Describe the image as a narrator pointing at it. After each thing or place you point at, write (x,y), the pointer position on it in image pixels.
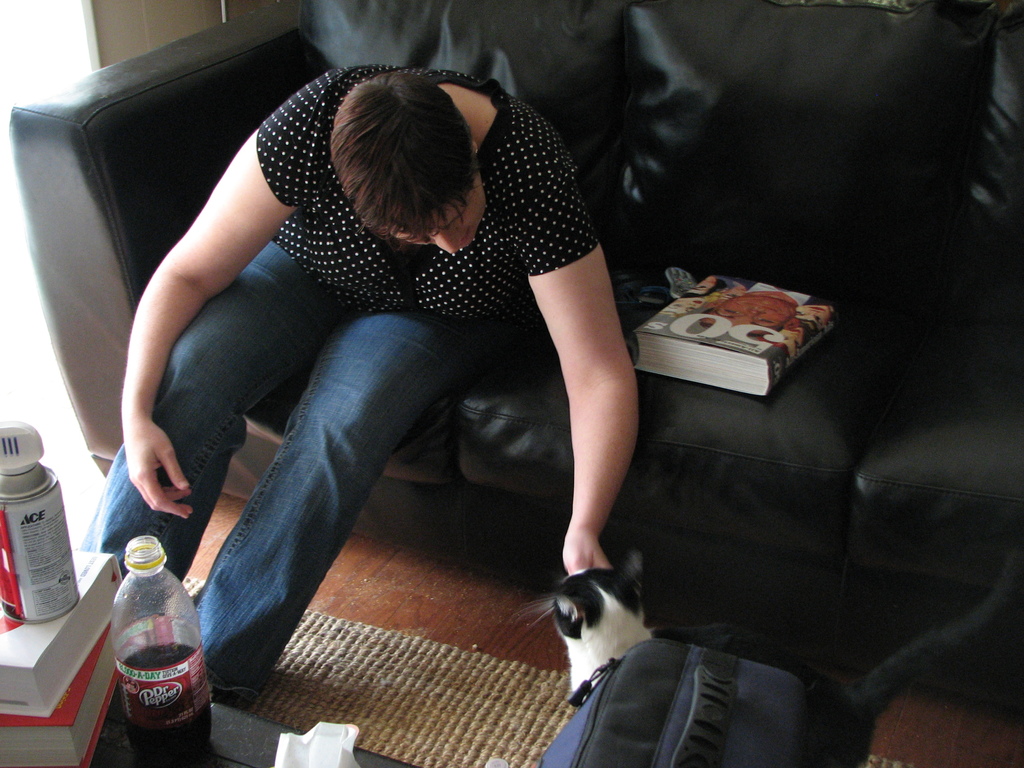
This is a picture taken in a house (99,480). On the left (223,757) there is a table (243,740), on the table (228,746) there are books (35,688), spray (38,569) and a bottle (169,666). On the right (684,683) there is a backpack (616,688) and the cat (619,623). In the center (438,474) there is a couch (762,144), on the couch (530,382) women (384,298) and a book (694,314). On the top left (38,62) there is a window (25,381).
